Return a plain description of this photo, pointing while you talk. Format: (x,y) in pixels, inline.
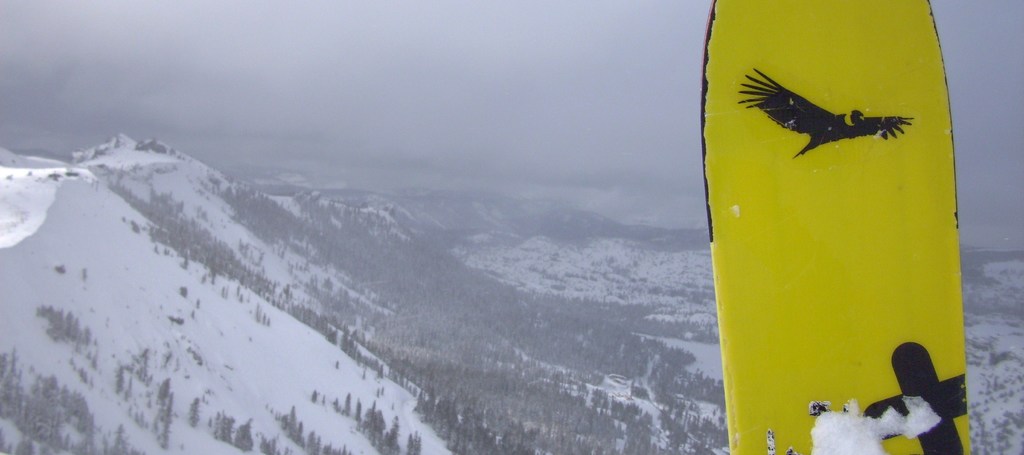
In the picture we can see an Aerial view of the mountains (144,418) covered with snow (3,430) and trees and near it, we can see a snowboard (893,189) which is yellow in color and some bird painting (799,121) on it, and in the background (117,118) we can see a fog (326,130).
